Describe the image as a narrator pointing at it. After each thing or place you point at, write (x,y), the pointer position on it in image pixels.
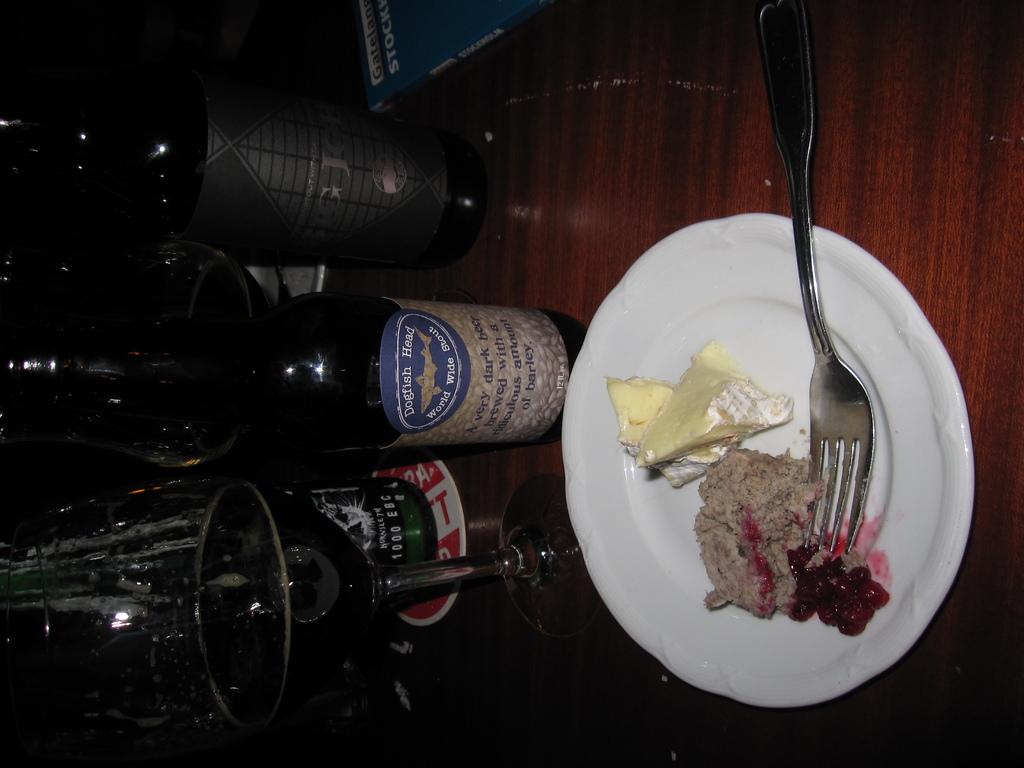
In this image there are bottles (327,511), glass (355,562), plate (787,430) and food (739,477) on the plate (784,447). These all things (721,423) are kept on these wooden table (617,133).
